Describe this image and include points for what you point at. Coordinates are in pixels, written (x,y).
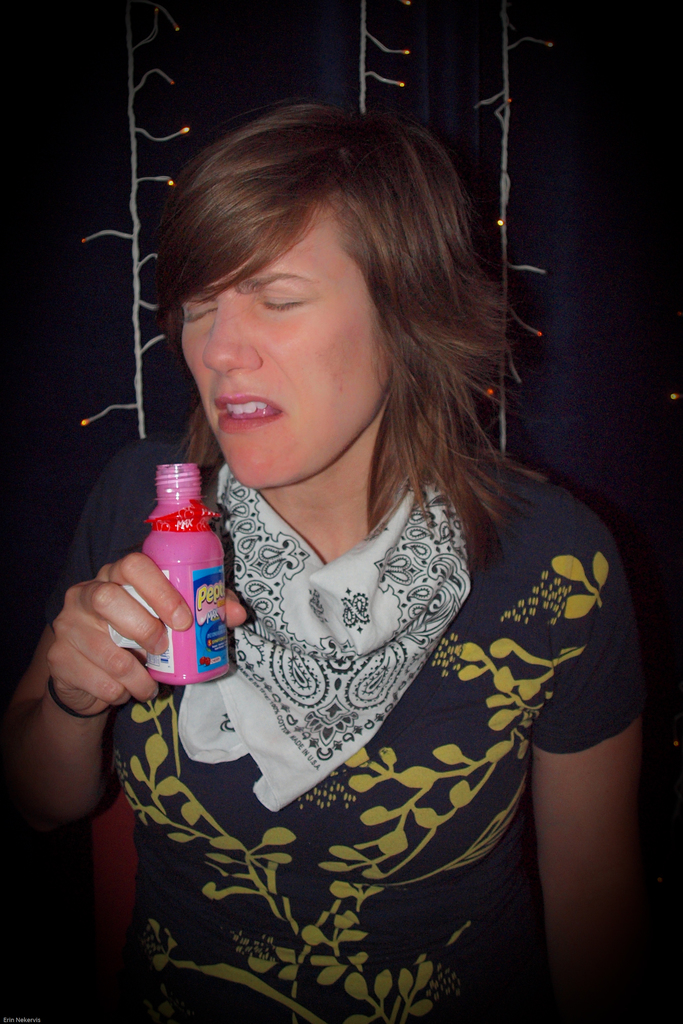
Here we can see that a woman (360,336) is holding a bottle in her hand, and closing the eyes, and at back (543,336) there are lights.
